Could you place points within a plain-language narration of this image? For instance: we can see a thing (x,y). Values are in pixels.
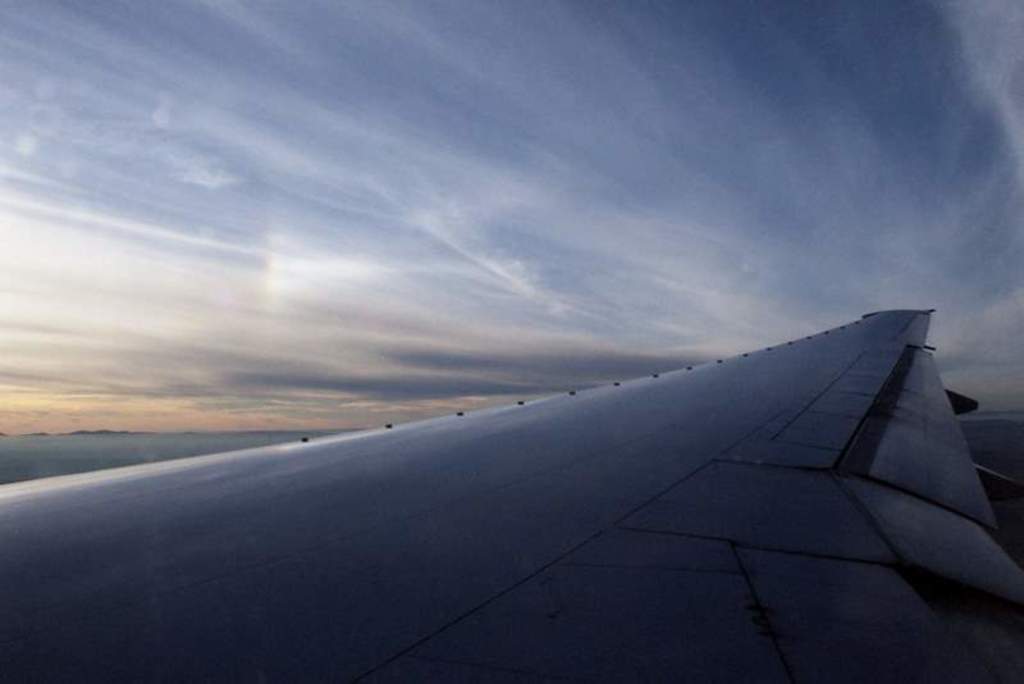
In this image there is the sky (588,182) towards the top of the image (586,166), there is an airplane wing (754,499) towards the bottom of the image (401,559).
